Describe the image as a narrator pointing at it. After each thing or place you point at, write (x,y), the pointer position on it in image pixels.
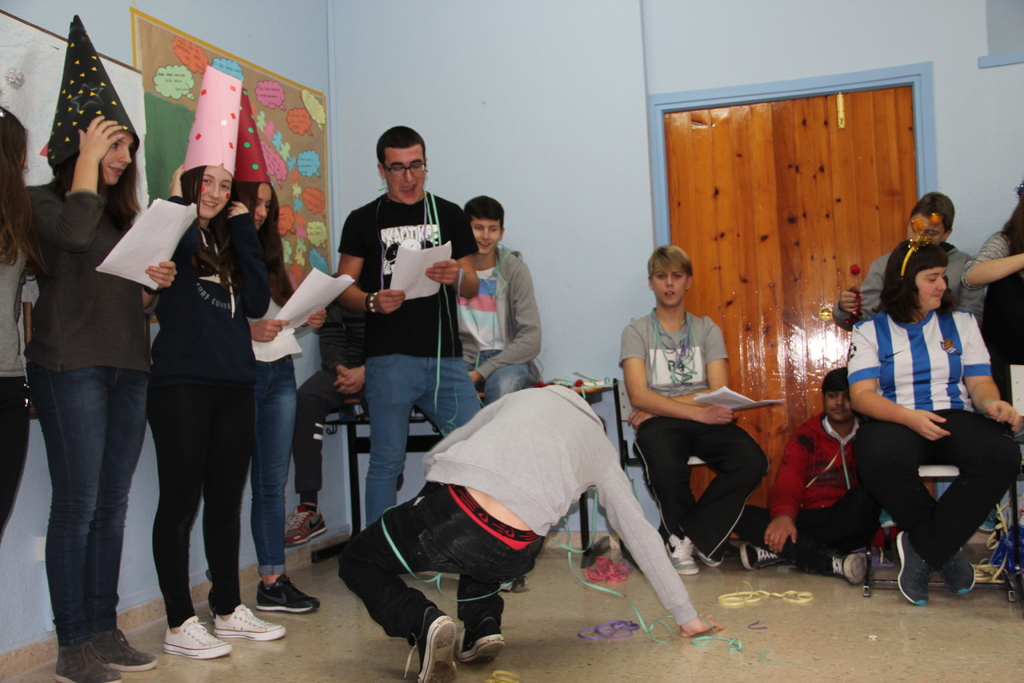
In this image, we can see many people (515,405) and some are holding papers (417,282) in their hands (455,275) and there are posters (282,86) on the wall (396,50). In the background (770,181), there is a door (857,182) and we can see ladies (118,144) wearing decor caps (204,132) on their heads (272,191).
